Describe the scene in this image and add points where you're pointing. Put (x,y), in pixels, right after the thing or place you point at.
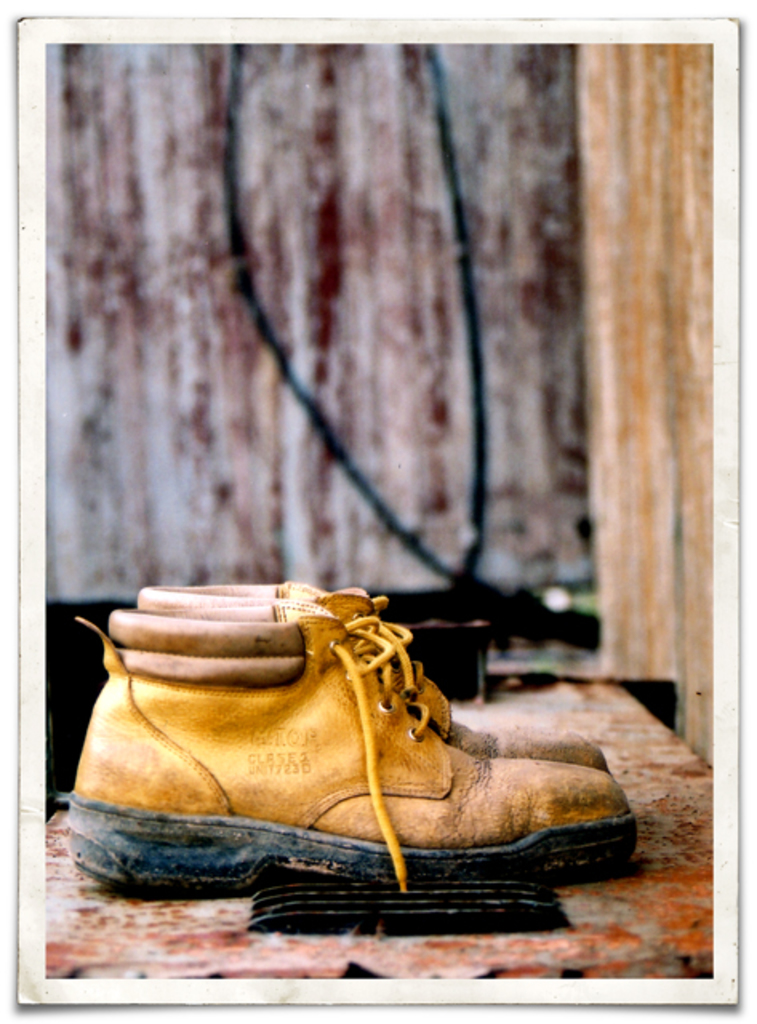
In this image we can see a pair of shoes (409,665) is kept on the surface (651,763). The background of the image (67,484) is blurred.
